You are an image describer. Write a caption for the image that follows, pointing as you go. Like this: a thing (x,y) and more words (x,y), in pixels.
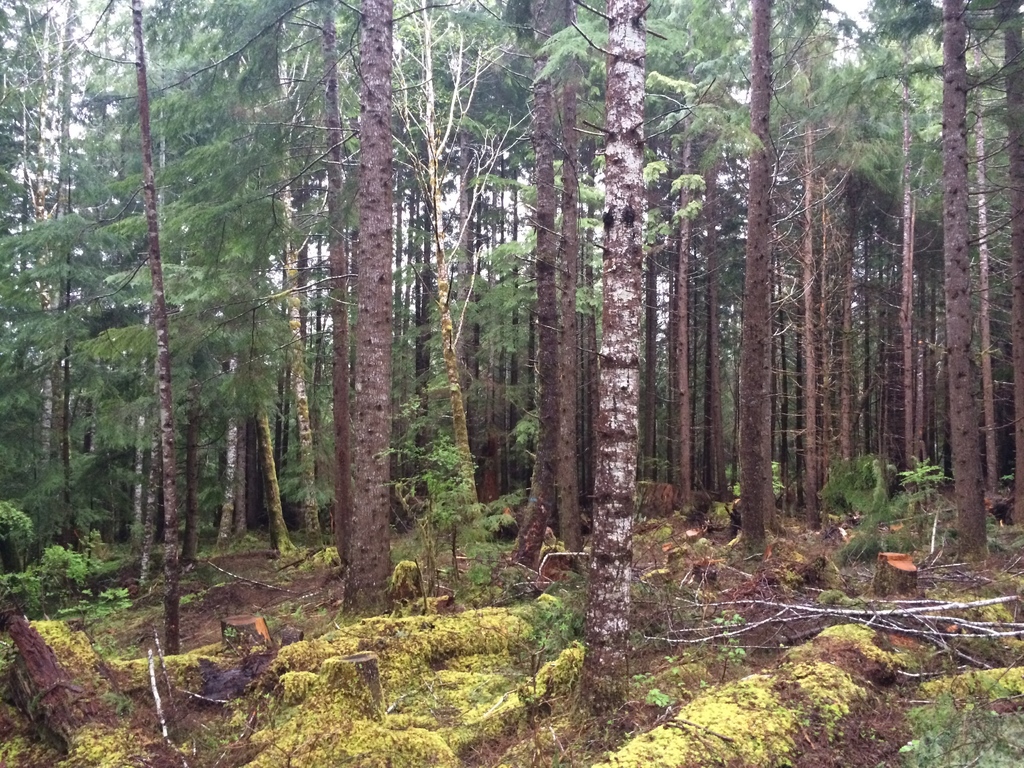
There are trees (528,412) and dry sticks (966,603) in the image.
